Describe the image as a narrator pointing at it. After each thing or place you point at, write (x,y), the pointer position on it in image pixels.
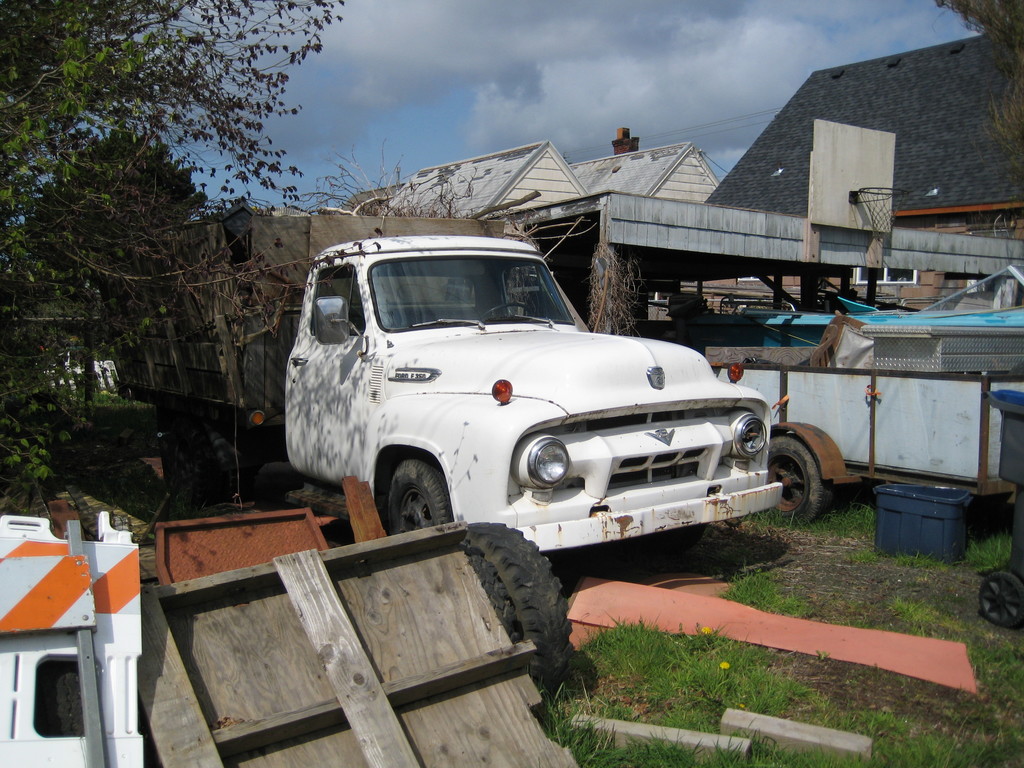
In this image, we can see a white color car (329,375) and there is a basketball net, at the left side (121,270) there is a green color plant (79,240), we can see some homes (567,164), at the top (584,44) there is a sky (506,49).
